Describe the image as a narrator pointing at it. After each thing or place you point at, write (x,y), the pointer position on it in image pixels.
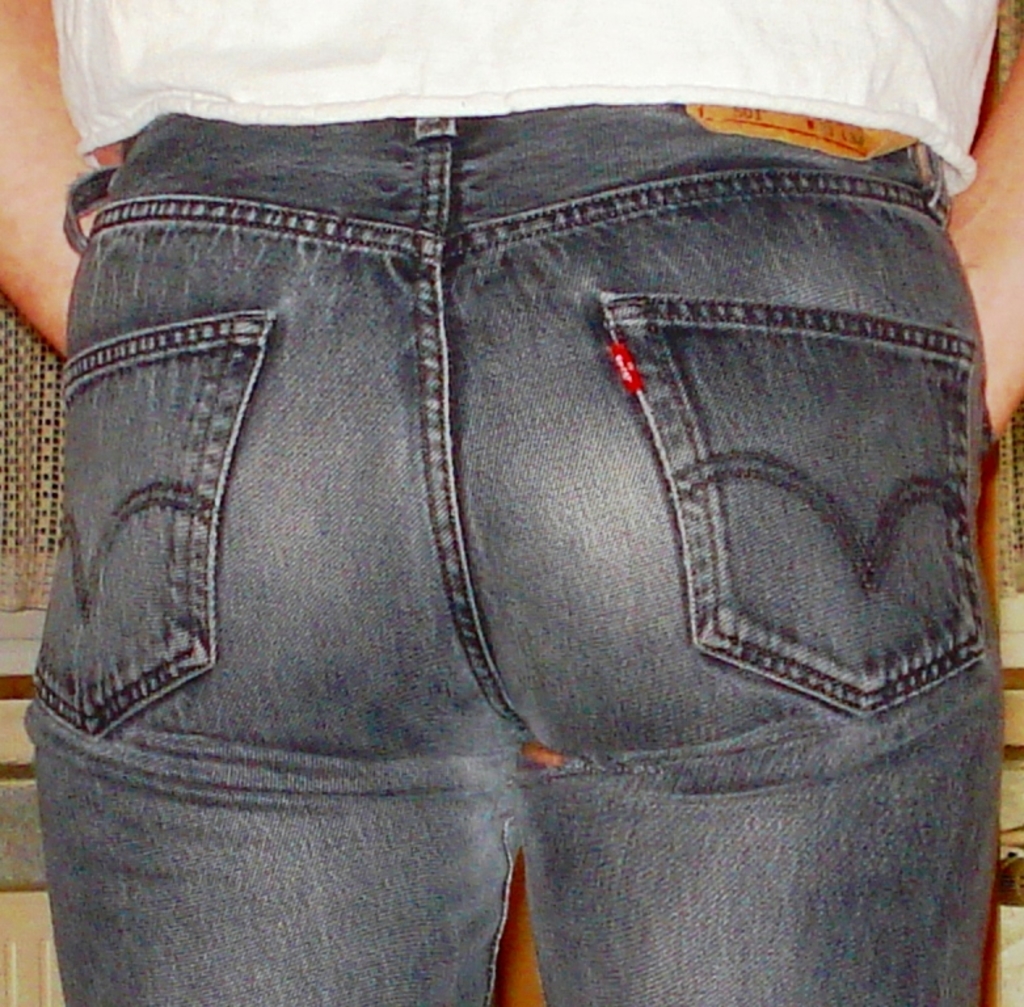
In this picture we can see a person (319,516) in jeans (327,426) and a white top (438,63). In front of the person (99,603), there is an object (29,484).
